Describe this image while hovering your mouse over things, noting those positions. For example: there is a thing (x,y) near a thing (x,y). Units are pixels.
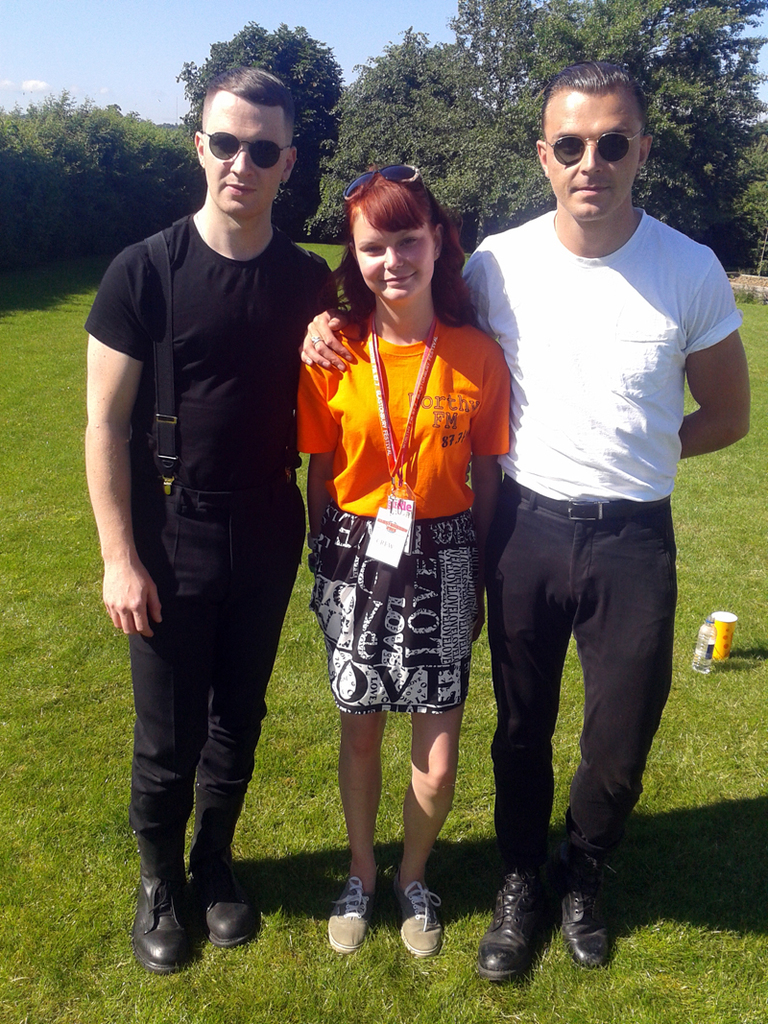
In this picture there are two men's (609,711) standing and there is a woman (452,751) standing and smiling. At the back (487,181) there are trees (673,116). At the top (157,41) there is sky (119,27) and there are clouds (32,82). At the bottom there are bottles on the grass (197,924).
